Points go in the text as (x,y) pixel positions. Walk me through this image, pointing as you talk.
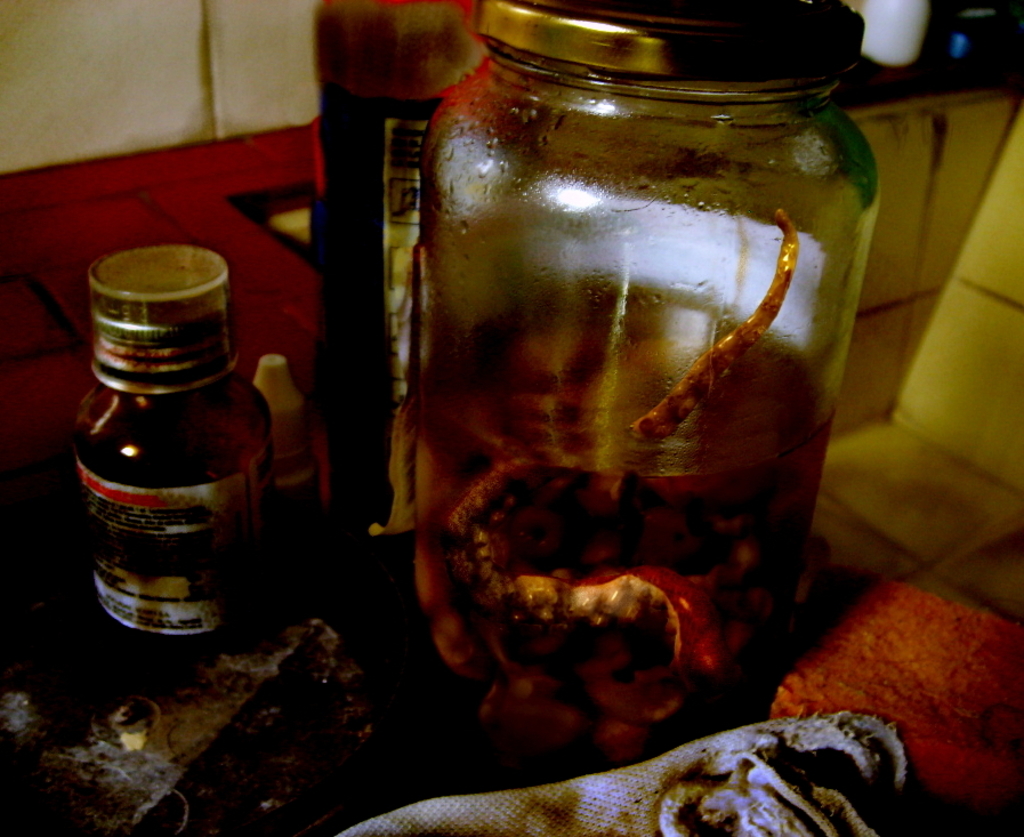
In this image we can see bottles (669,498) and other objects (796,684) on a platform (24,409).
